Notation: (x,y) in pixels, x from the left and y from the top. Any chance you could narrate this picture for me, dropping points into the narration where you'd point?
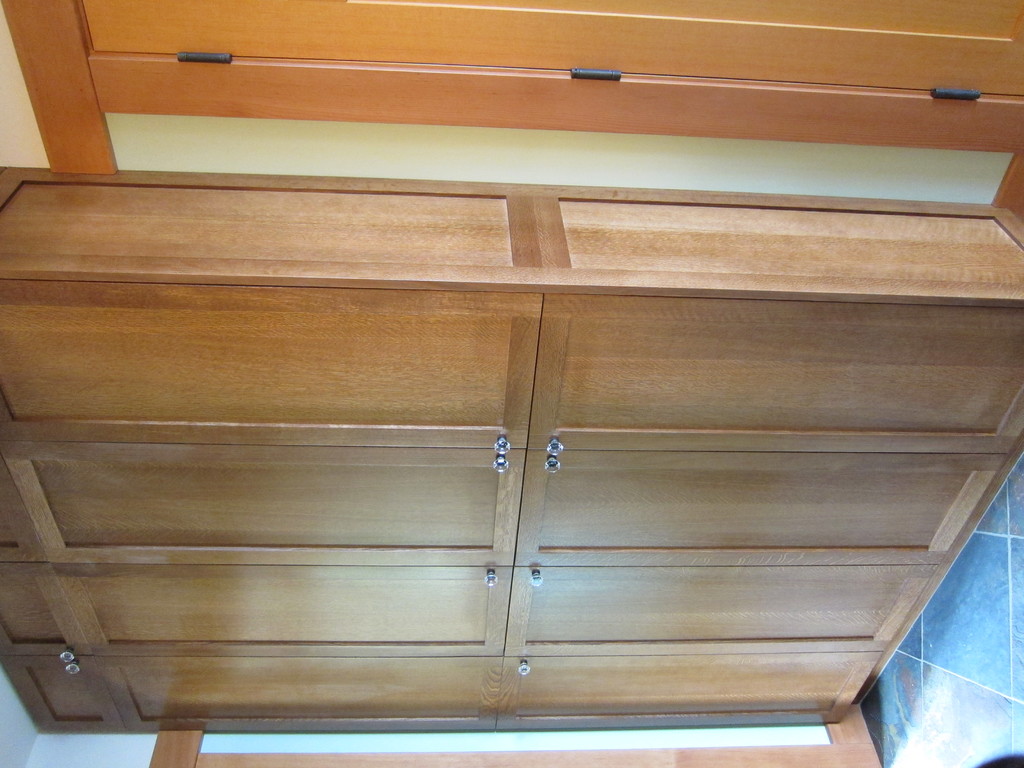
In this picture there is a cabinet (393,400). At the top (399,74) there is a wooden object (548,107).
